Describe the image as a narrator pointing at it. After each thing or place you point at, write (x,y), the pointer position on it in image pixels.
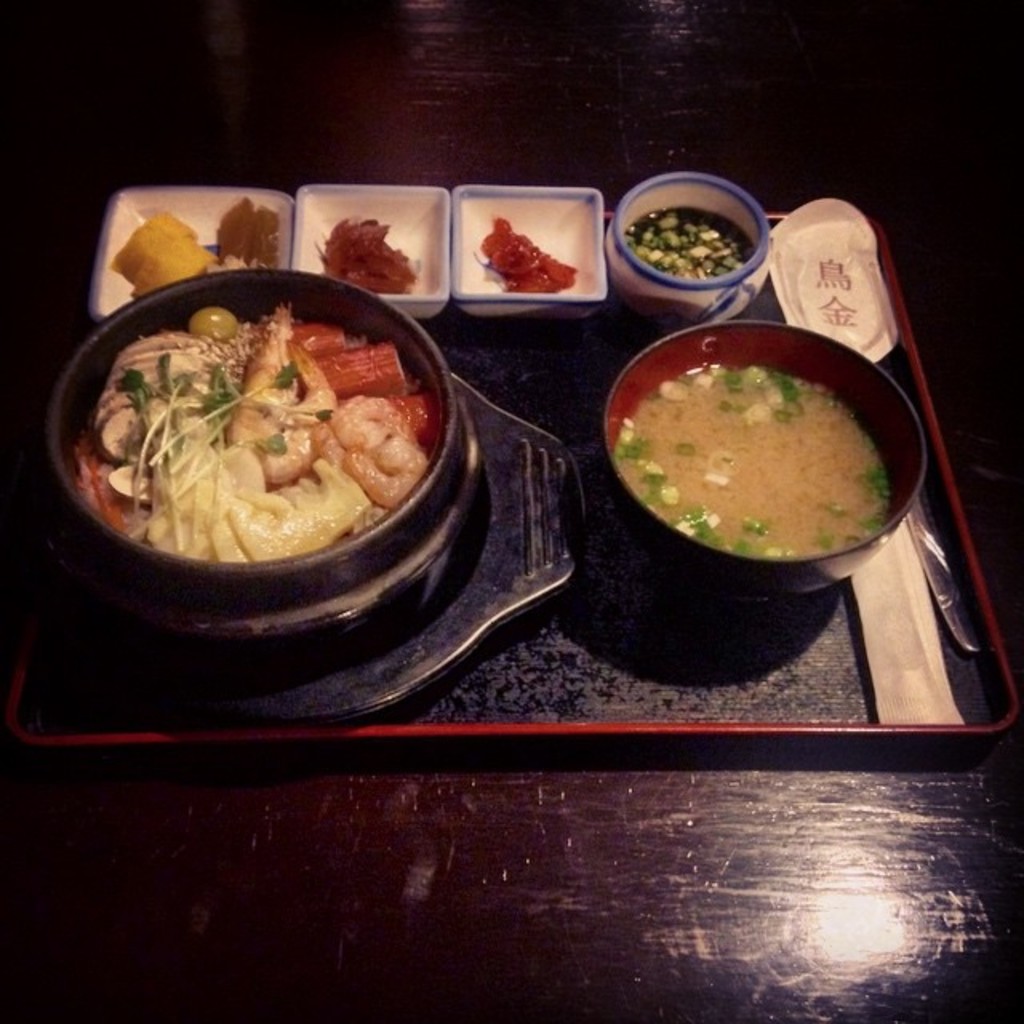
In the center of the image (650,421) there are food items (731,482) in bowls (414,381) in a tray (560,677). At the bottom of the image (442,836) there is table (439,895).
